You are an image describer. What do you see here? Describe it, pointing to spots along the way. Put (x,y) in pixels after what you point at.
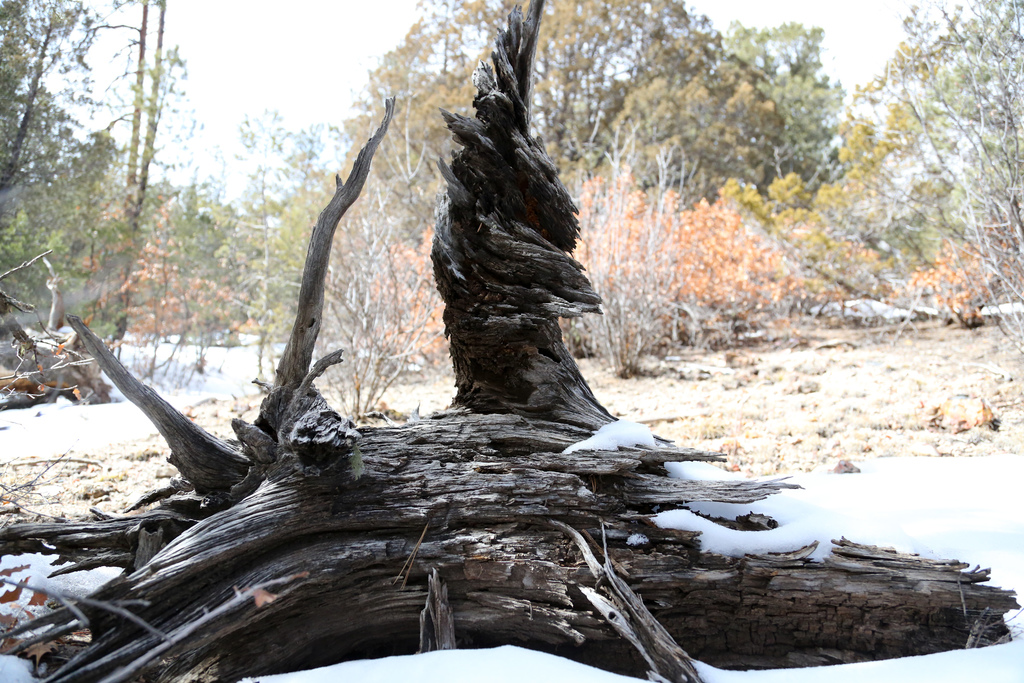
In the center of the image (440,240) there is a tree trunk (130,375). There is snow (499,650) at the bottom of the image (358,681). In the background of the image (844,270) there are trees (6,150).
